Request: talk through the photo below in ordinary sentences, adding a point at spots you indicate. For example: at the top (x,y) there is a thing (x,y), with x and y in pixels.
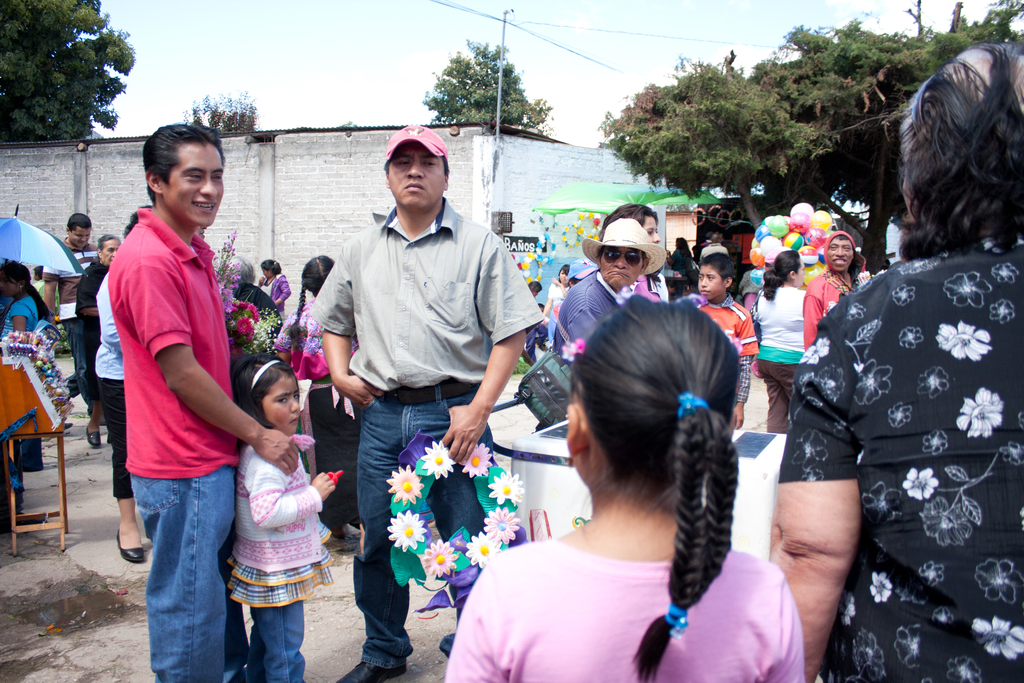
In this image there are many people (413,359) standing. To the left (31,380) there are stalls (29,358). There are flower bouquets (249,346) on a table (33,393). There is a person (827,262) holding balloons (821,247). In the background (846,87) there are trees (472,89), house (355,142) and poles (502,75). At the top (630,32) there is the sky (339,22).
